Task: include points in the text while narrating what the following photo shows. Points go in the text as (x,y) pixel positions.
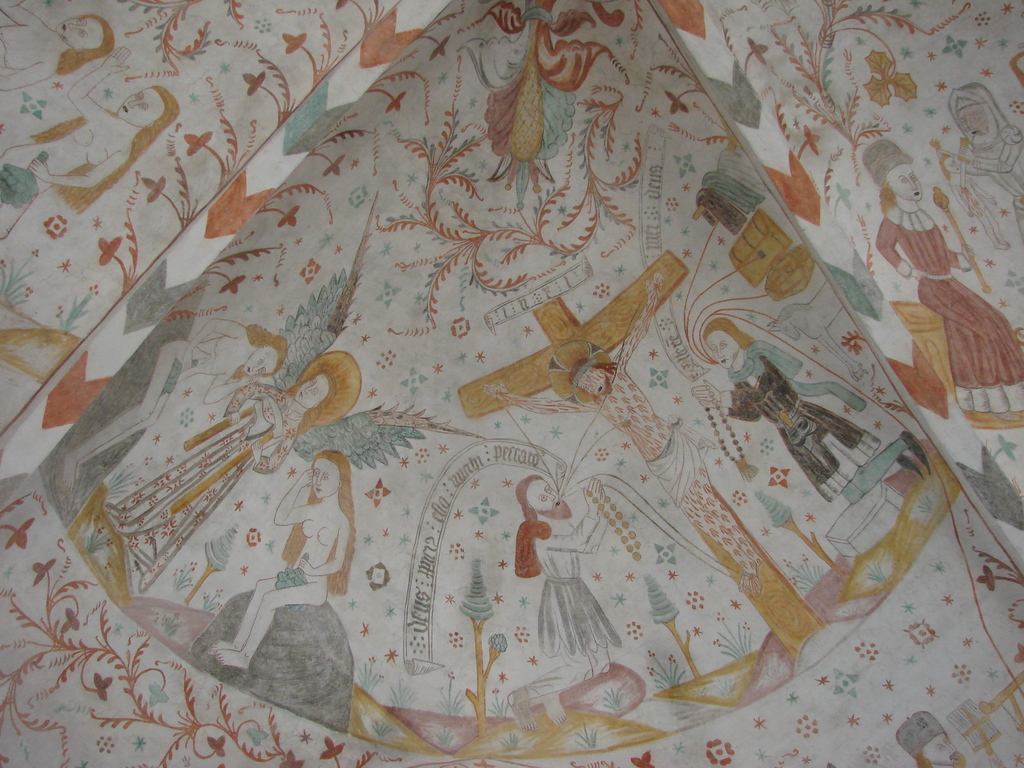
In this image, we can see depiction of persons (423,416) and some designs (741,97).
